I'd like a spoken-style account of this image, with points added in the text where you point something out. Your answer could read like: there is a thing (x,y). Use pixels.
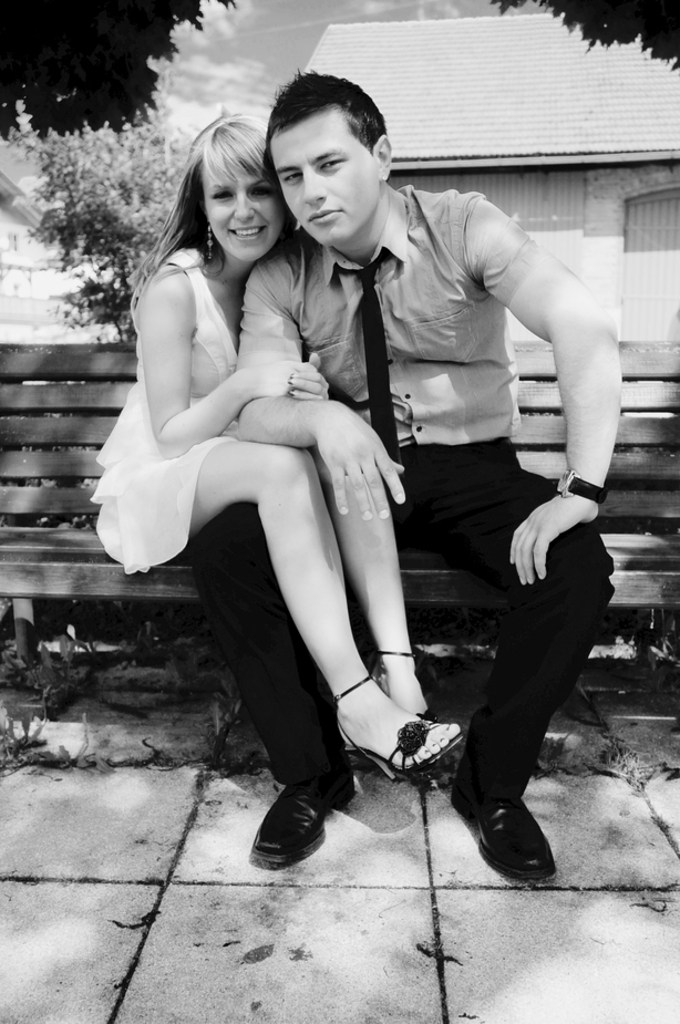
In this image there are two persons (355,478) sitting on the bench (525,452), the woman (376,514) with a smile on her face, behind them there are trees (46,71) and buildings (403,71). At the top of the image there are clouds (453,13) in the sky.
